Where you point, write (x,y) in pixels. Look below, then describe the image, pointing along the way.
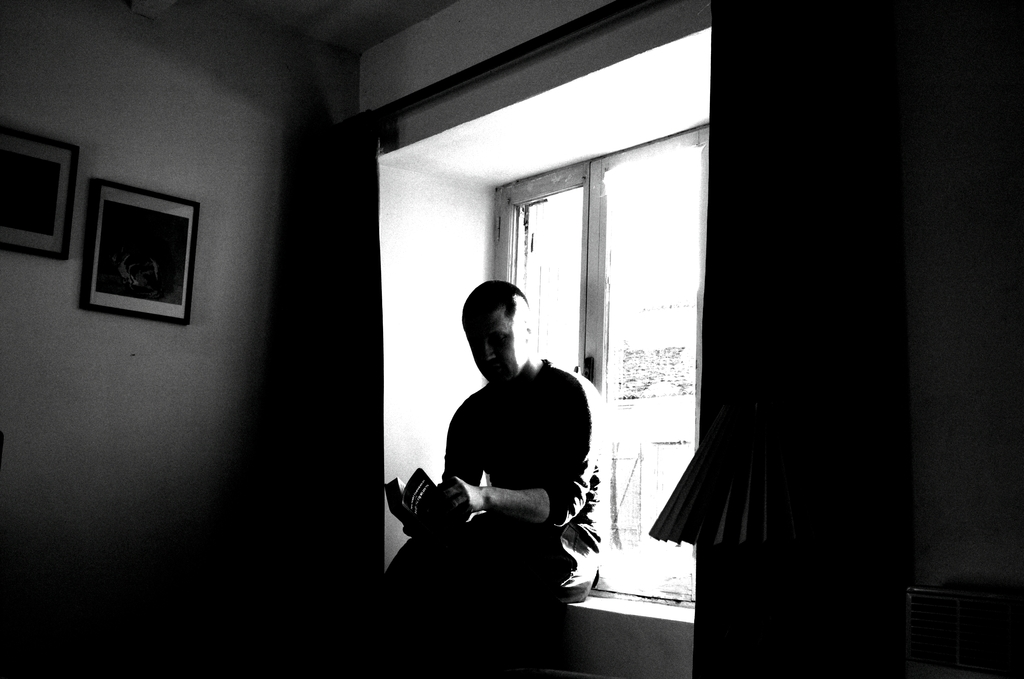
This is the black and white image and we can see a man (493,564) sitting and holding a book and there is a window (676,570). We can see a wall (191,169) with the two photo frames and there is a lamp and some other things (946,653) on the right side of the image (884,500).
